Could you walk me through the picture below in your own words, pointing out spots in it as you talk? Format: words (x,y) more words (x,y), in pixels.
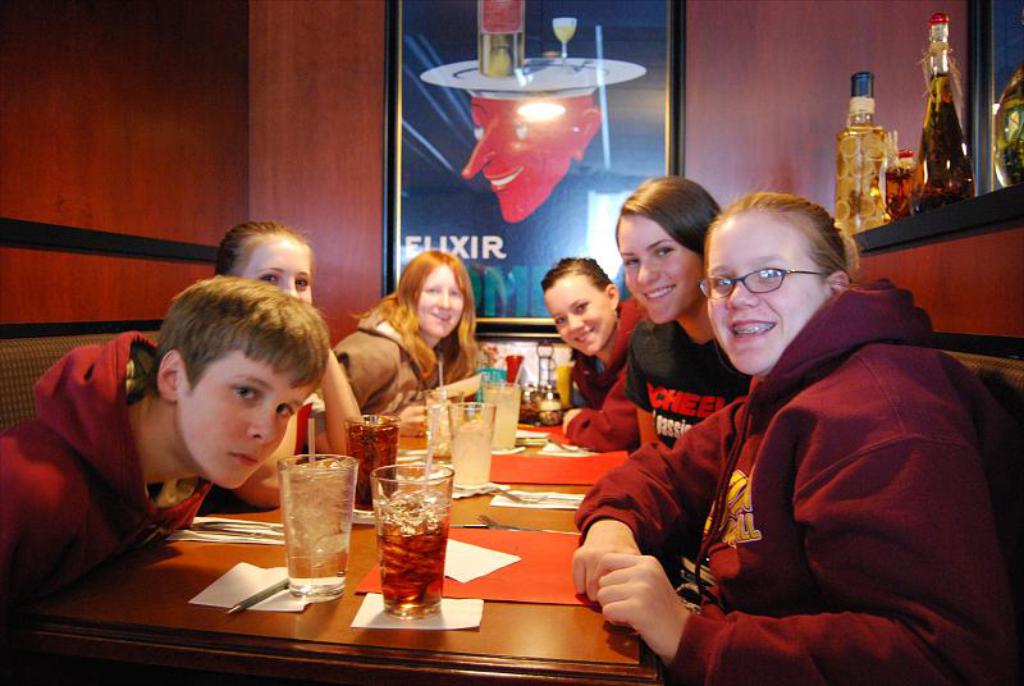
In this image there are group of people (830,640) sitting on the chair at dining table (496,600) on which glasses (336,584), tissue paper (414,618), pen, jar (547,407) and so on kept. The background walls (136,161) are red and black in color and a wall painting (626,156) is there on it. On the right (986,215) a desk (1011,222) is there on which bottles (947,184) are kept. This image is taken inside a hotel (79,255).
